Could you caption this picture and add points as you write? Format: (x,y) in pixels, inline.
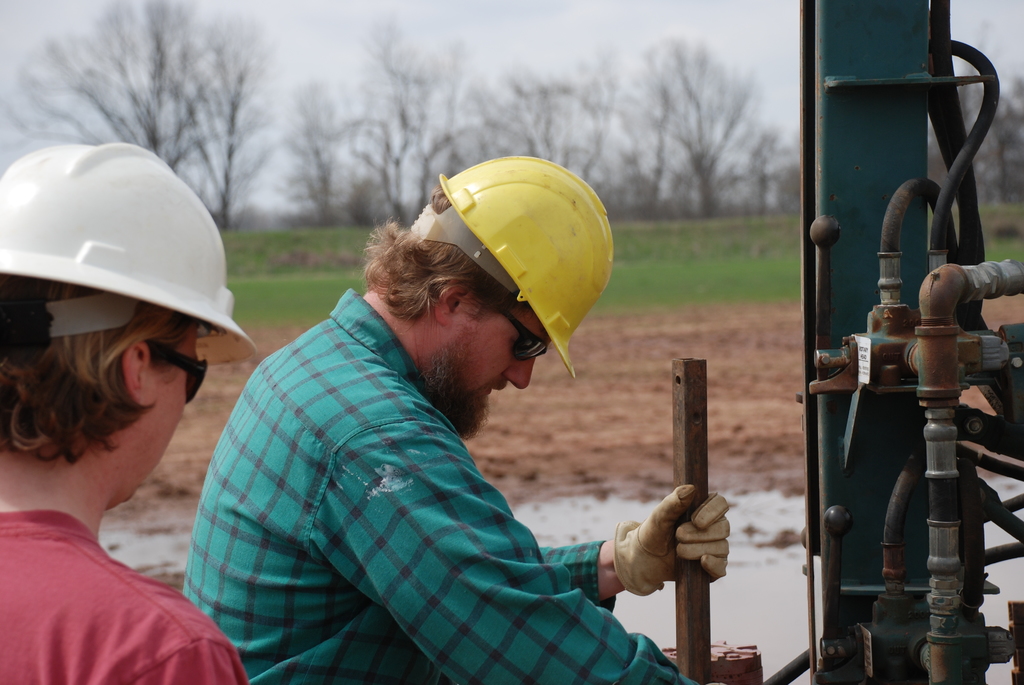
In this image there are persons (360,496) standing and wearing helmet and holding an object (700,470), At side there is a machine (887,405). At backside there are trees (355,202), Grass (294,233), Sand (632,399) and sky (706,22).
